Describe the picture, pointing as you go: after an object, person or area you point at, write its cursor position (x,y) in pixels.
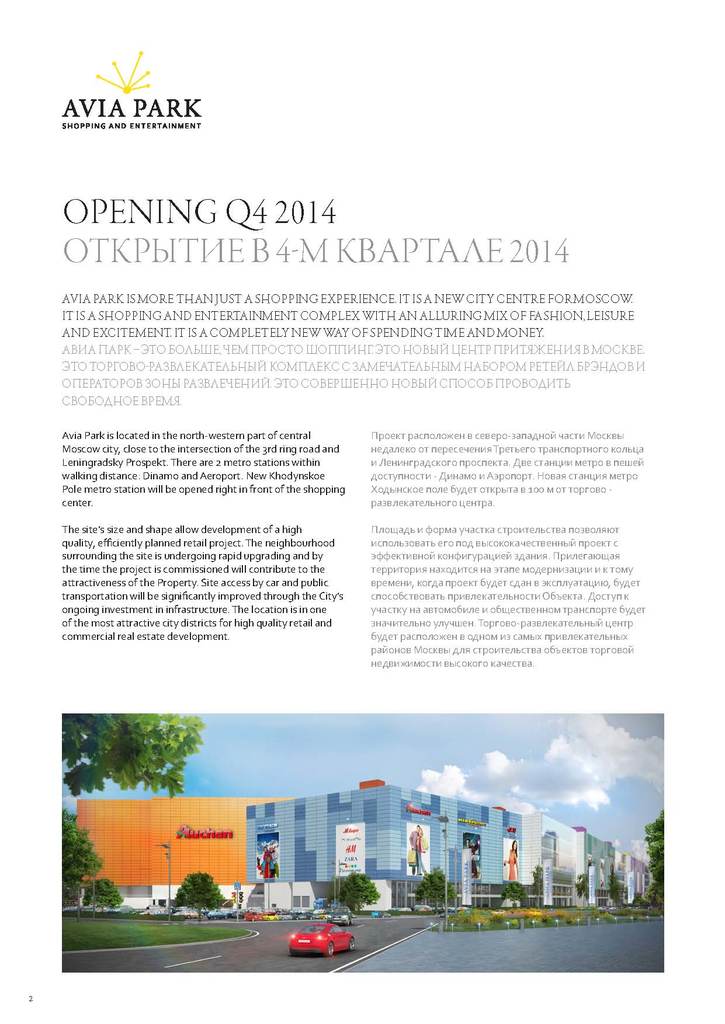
In this image I can see few buildings (465,822), trees (435,878), vehicles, poles (446,913) and banners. The sky (465,780) is white and blue color. Background (627,21) is in white color and something is written on it.
